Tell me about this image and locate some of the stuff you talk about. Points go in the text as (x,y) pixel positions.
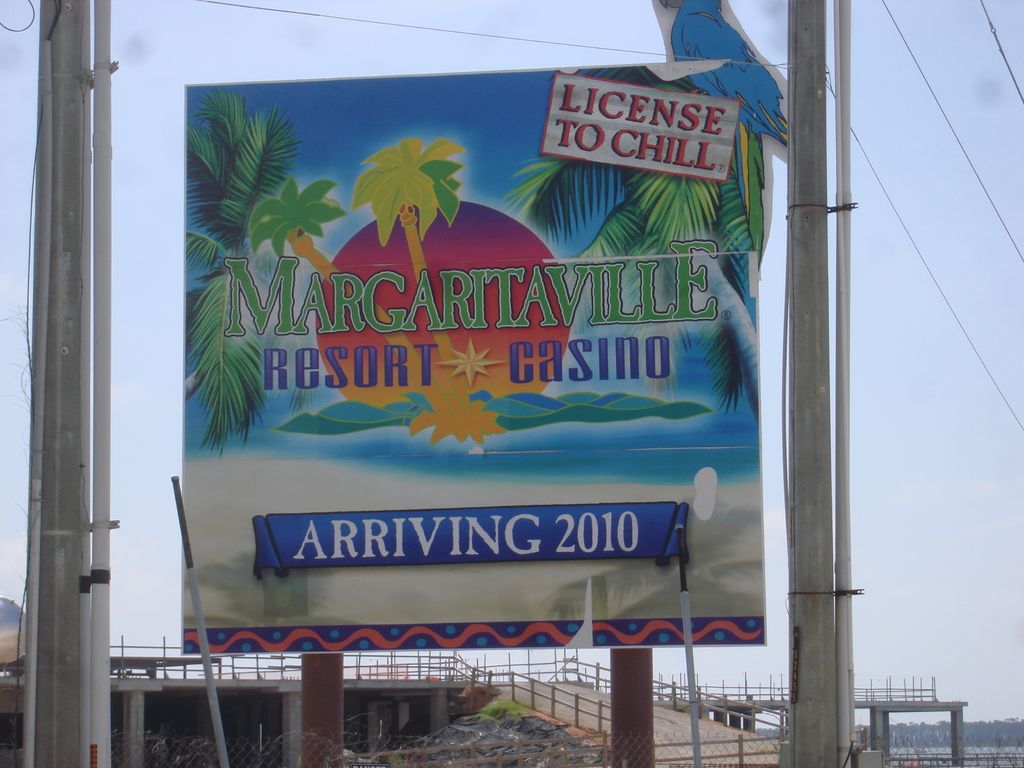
This is the picture of a place (313,574) where we have a board (355,420) on which there is something written and also we can see some other poles (104,160) and a bridge like thing (126,699) which has a fencing (554,713).
